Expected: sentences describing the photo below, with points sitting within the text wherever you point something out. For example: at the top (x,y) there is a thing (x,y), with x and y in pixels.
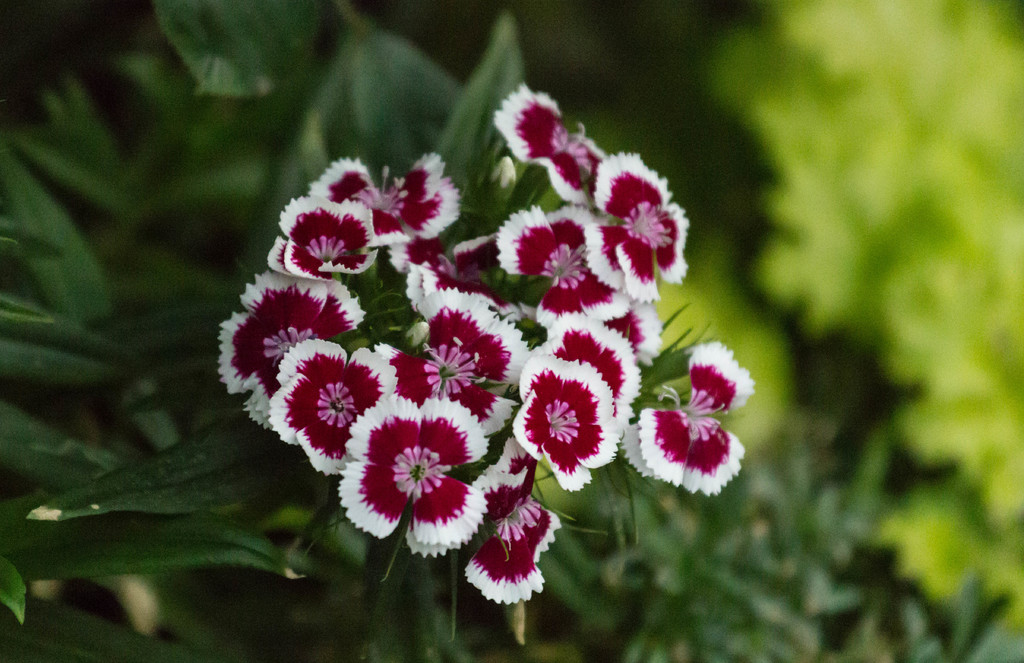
In this image, we can see some plants (411,306) with flowers (390,441). The right side of the image (779,100) is blurred.
